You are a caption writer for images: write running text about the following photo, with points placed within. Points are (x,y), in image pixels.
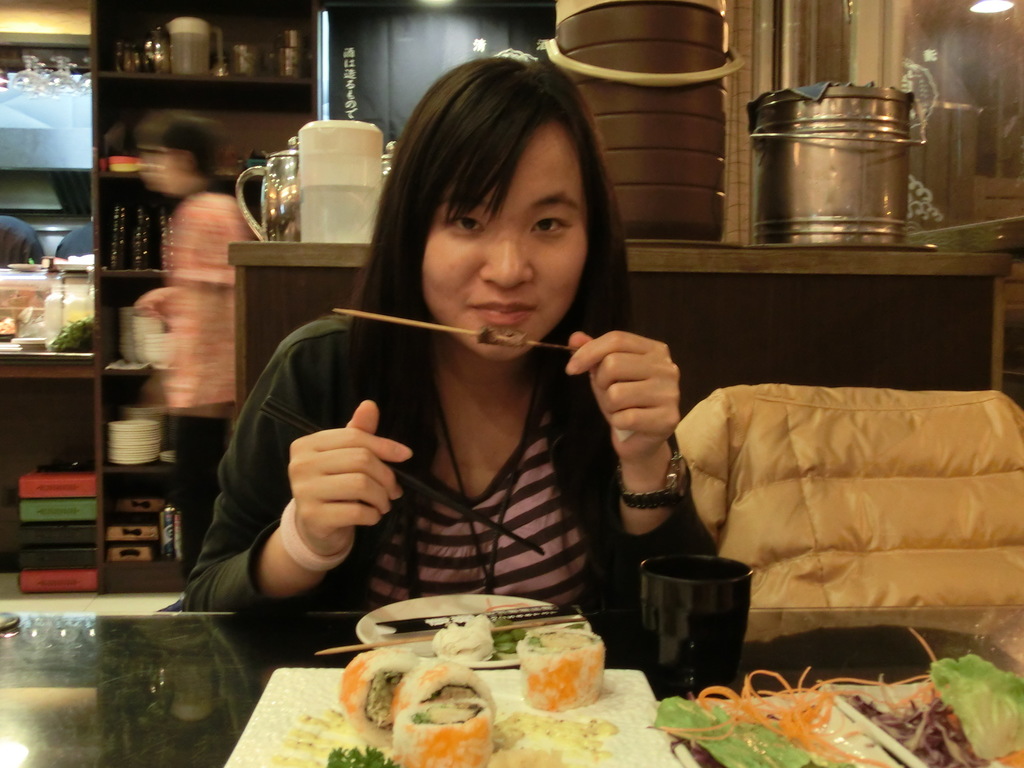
In this picture we can see a woman (369,414) holding chopsticks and a stick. In front of the woman (363,447), there is a table (355,620) and on the table (397,611) there are plates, a cup (669,638) and some food items (479,694). Behind the woman (438,468), there are some objects (268,200) and there are utensils (157,246) in the racks (154,245). In the top right corner of the image (935,147), there is a transparent glass (936,90) and on the glass (949,66) we can see the reflection of light (990,9). On the left side of the woman (352,457), there are some other objects (37,281). On the right side of the image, it looks like a jacket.
